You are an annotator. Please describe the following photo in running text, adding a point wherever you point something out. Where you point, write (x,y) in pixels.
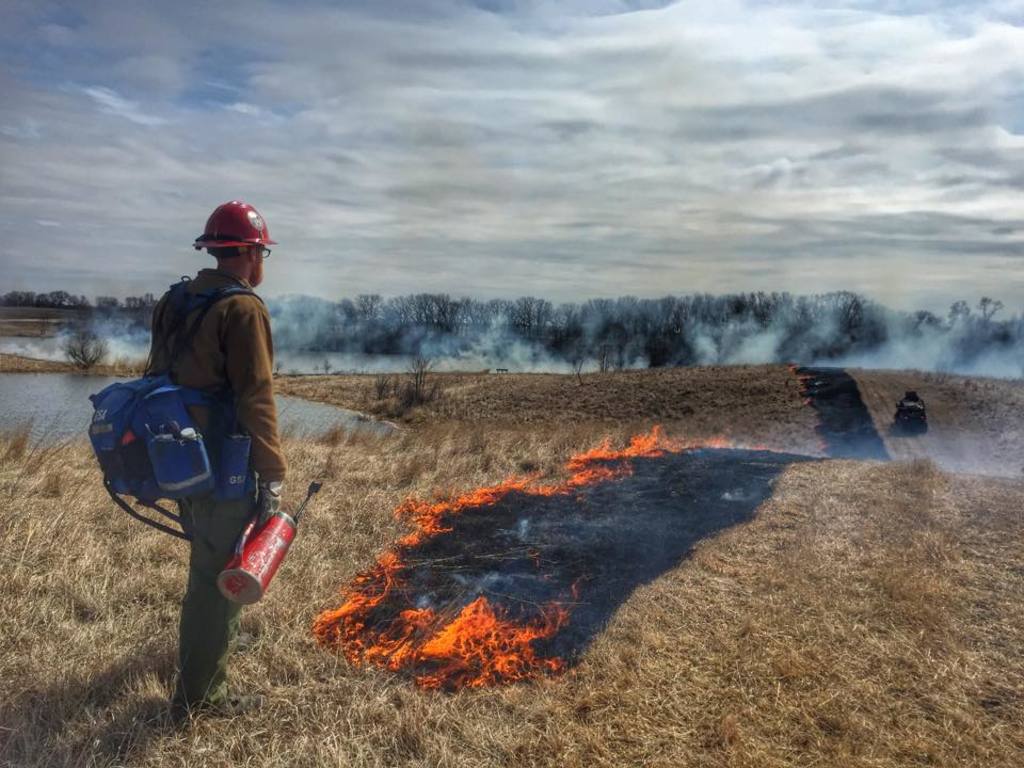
In this image there is a person (219,597) holding a drip torch (261,565). He is carrying a bag (180,480). He is wearing a helmet (228,232). He is standing on the grassland (790,491). Right side there is a vehicle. Background (838,357) there are trees (510,312). Left side (307,367) there is water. Top of the image (412,121) there is sky (667,138).
